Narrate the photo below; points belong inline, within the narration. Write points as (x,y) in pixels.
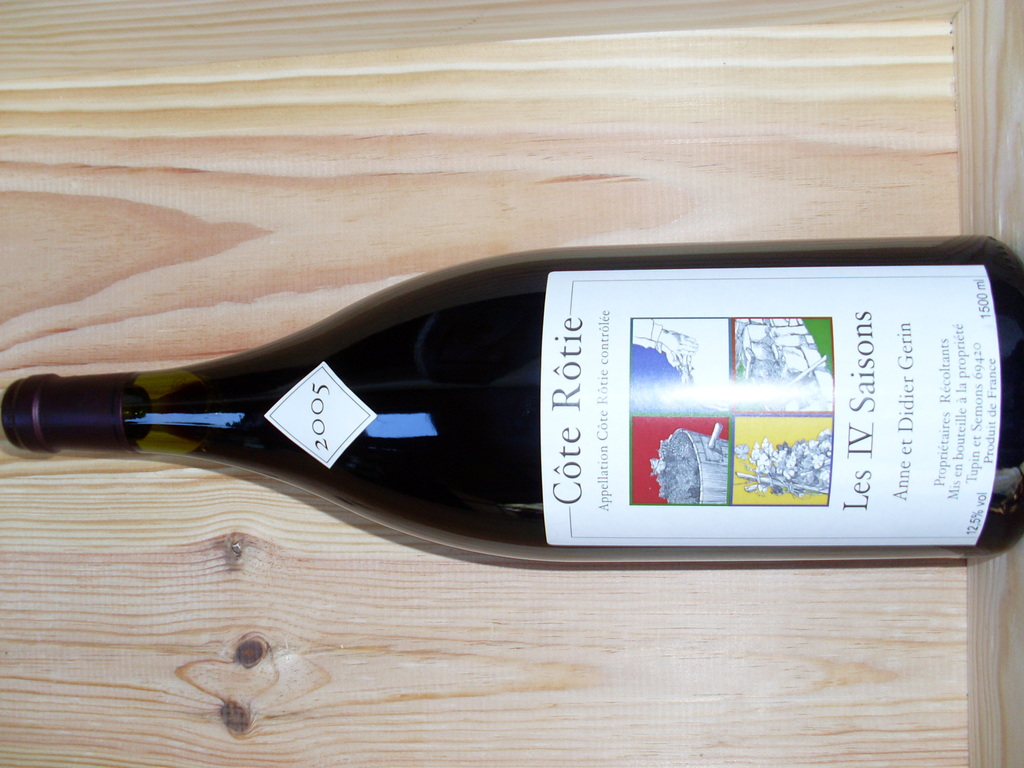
In this image I can see a bottle (268,434) in black color and the bottle (923,379) is on the cream color surface (965,114).
